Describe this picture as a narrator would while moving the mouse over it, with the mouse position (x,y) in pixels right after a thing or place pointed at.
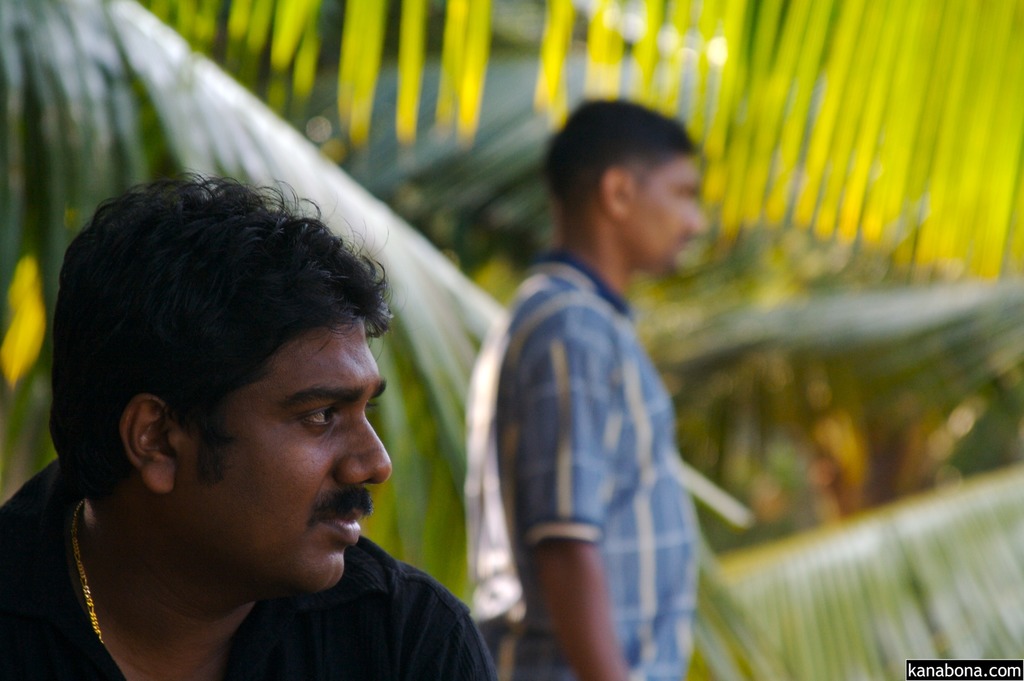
In this image there are two people (283,487), behind them there are leaves (461,105) of coconut trees (477,268), at the bottom of the image (982,666) there is some text (936,662).
